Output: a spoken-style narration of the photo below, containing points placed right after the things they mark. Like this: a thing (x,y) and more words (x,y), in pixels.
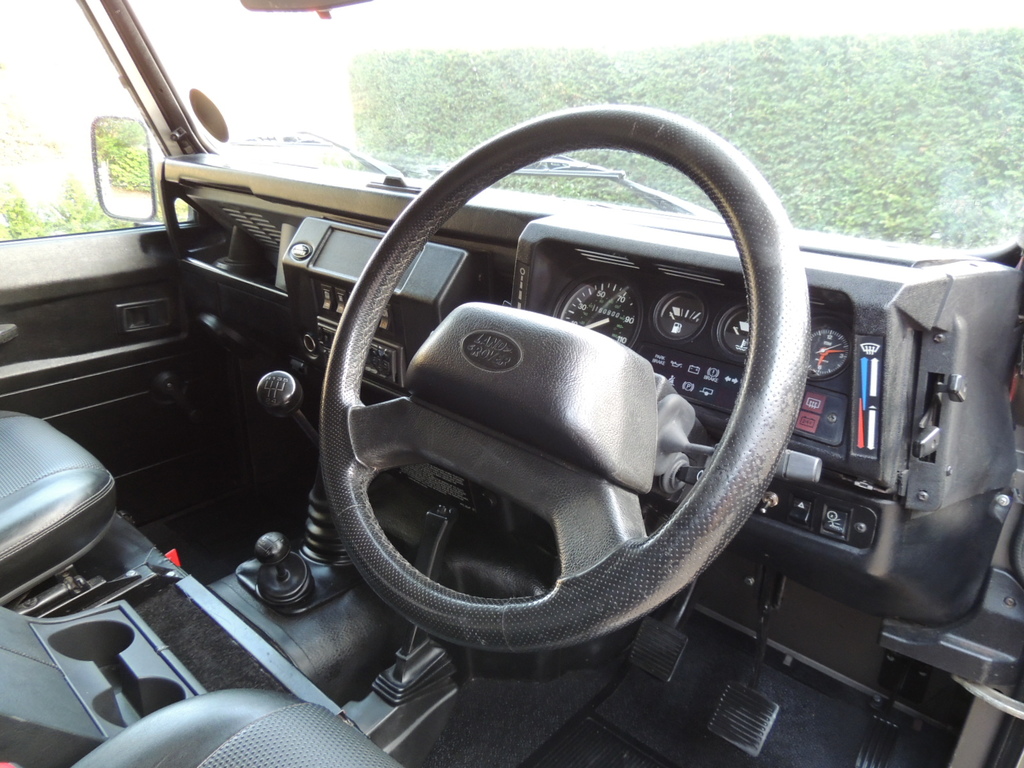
This is inside a vehicle (186,619). There are seats (285,710), steering (407,452), gears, wipers (565,173), mirror (108,173) and meters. Through the glass (564,81) we can see green color wall (811,107).
